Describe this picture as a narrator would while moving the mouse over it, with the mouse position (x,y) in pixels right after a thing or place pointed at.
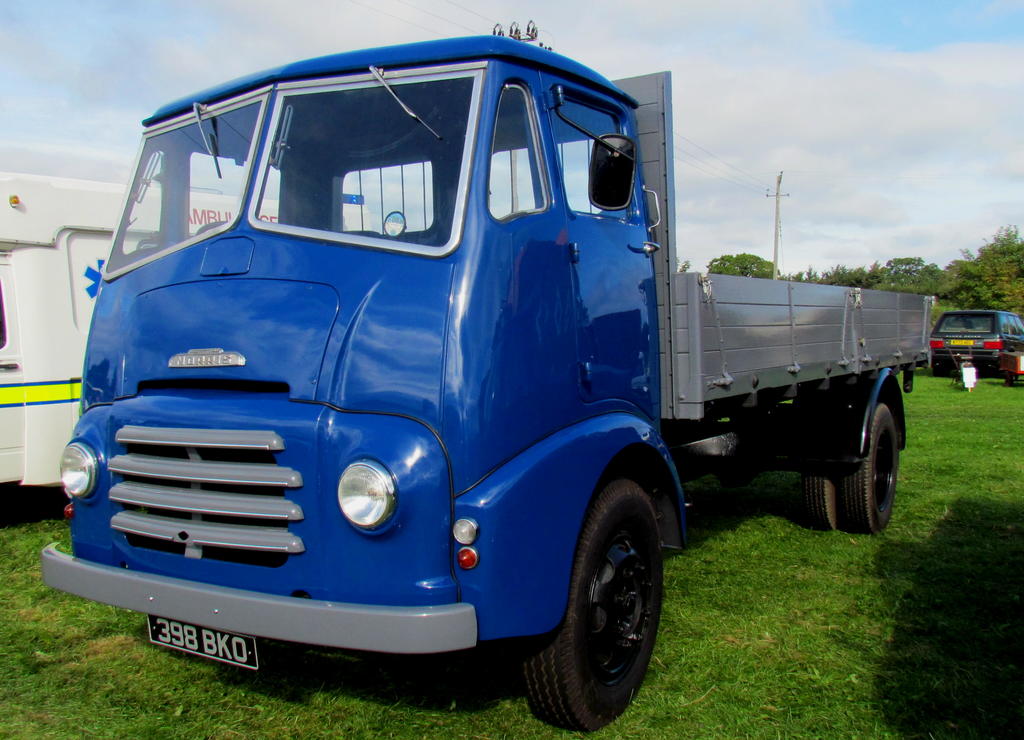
In the center of the image (455,357), we can see a truck (376,487) and on the right (970,337), there is a car (983,340) and in the background (100,256), we can see an ambulance (213,212) and trees (763,268), a pole (780,221) along with wires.
